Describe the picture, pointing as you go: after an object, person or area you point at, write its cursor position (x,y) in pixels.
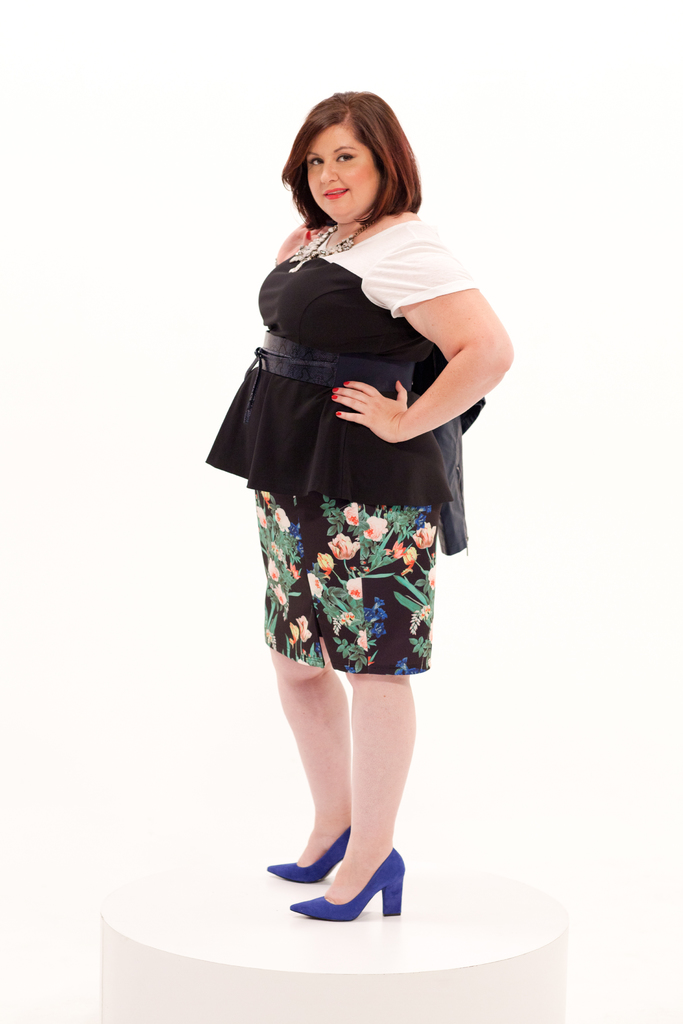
In this image, we can see a woman (336,390) standing on the white color table (469,971). In the background (594,951), we can see white color.
